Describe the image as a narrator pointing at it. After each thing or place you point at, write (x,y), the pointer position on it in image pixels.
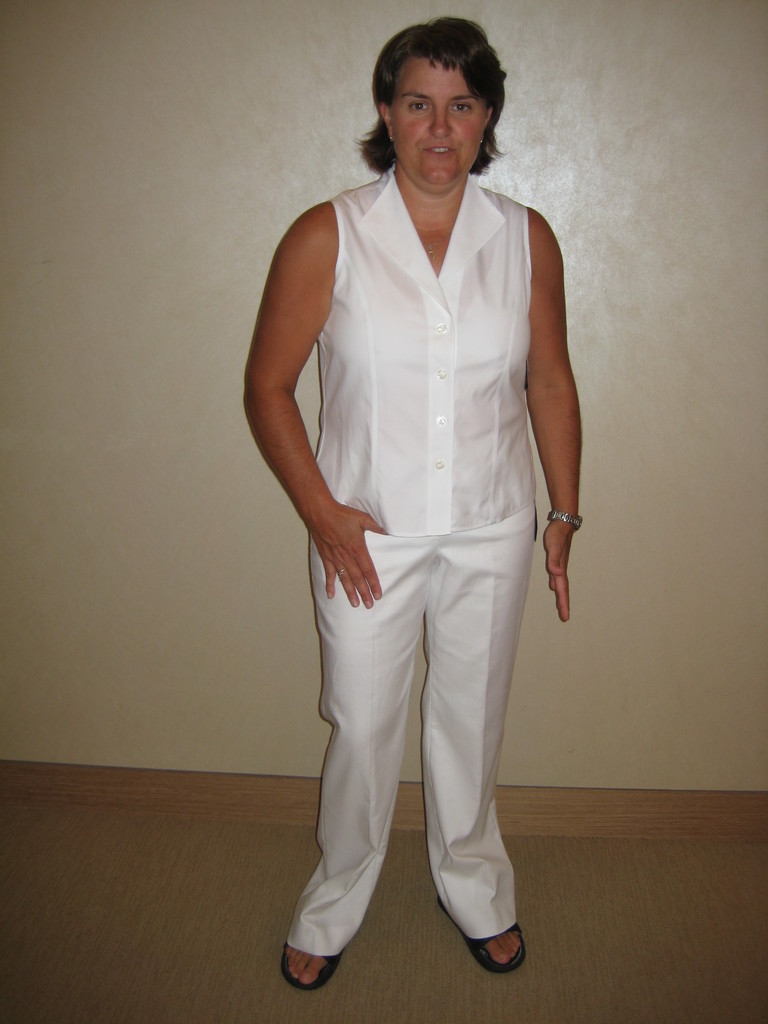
A woman (487,463) is standing, she wore a white color dress (487,476), behind her there is a wall (316,657).
